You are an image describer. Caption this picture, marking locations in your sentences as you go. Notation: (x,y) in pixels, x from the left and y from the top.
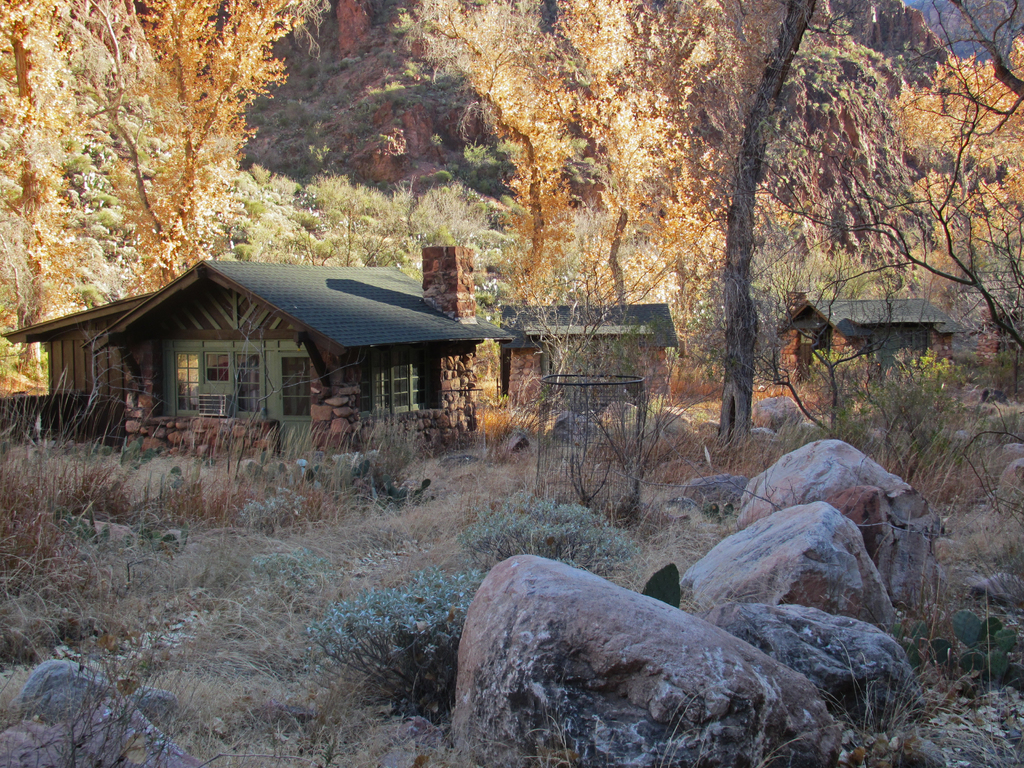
In this image, I can see the houses (892,346), plants (445,616) and rocks (542,684). In the background (1001,69), there are trees (236,85).
